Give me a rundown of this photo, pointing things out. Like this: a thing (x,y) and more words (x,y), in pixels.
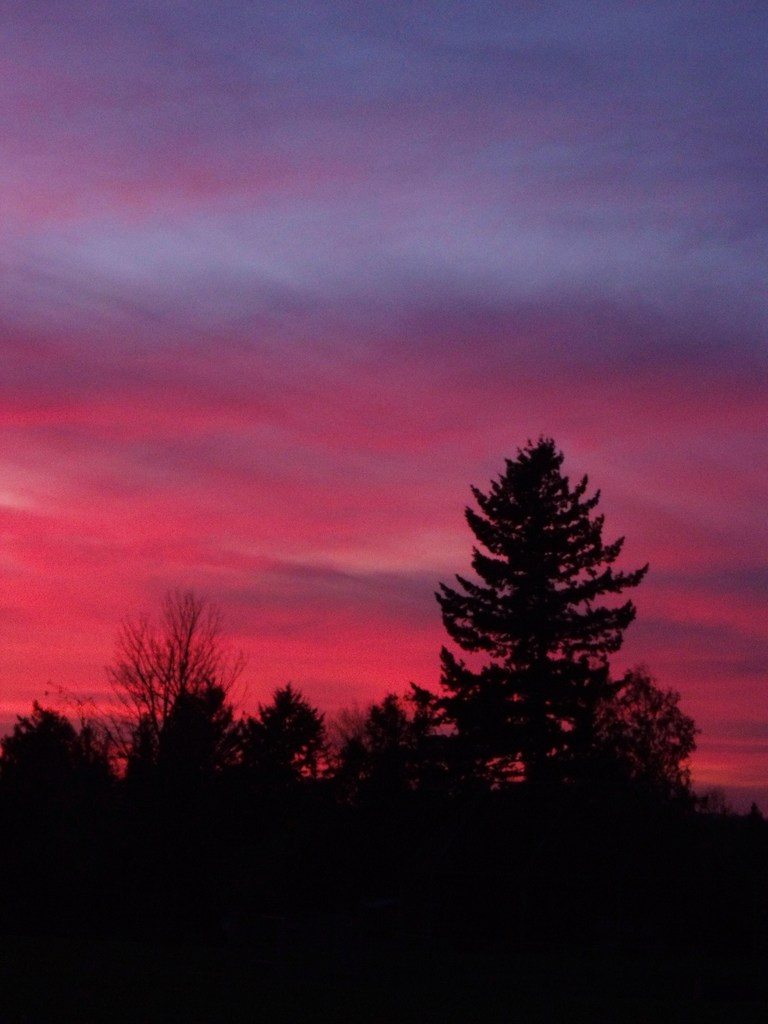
In the middle of the picture (503,579), we see the trees (498,816). At the top (413,208), we see the sky (481,244), which is in blue and pink color. At the bottom (397,954), it is black in color.
